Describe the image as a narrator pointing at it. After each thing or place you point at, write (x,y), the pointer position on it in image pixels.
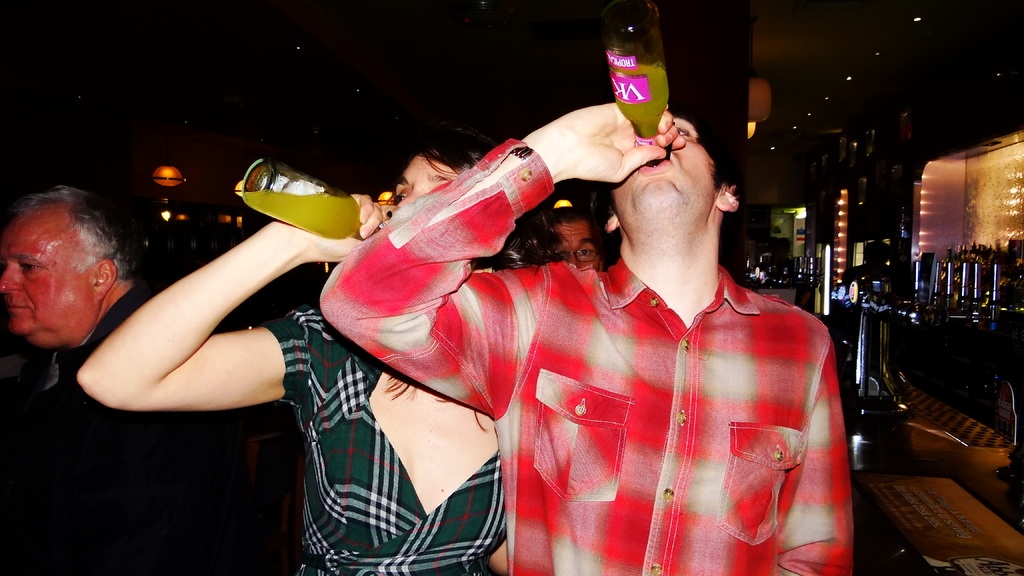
On the right side (783,350), there is a person (606,340) in a shirt (692,391), holding a bottle (652,26) and drinking. Beside him, there is a woman (422,189) holding a bottle (332,220) and drinking. On the left side (155,421), there is a person (134,539). In the background (913,241), there is another person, there is a bar (930,244) having lights (924,231), there are taps (949,266) and bottles (1021,284). And the background (880,34) is dark in color.
